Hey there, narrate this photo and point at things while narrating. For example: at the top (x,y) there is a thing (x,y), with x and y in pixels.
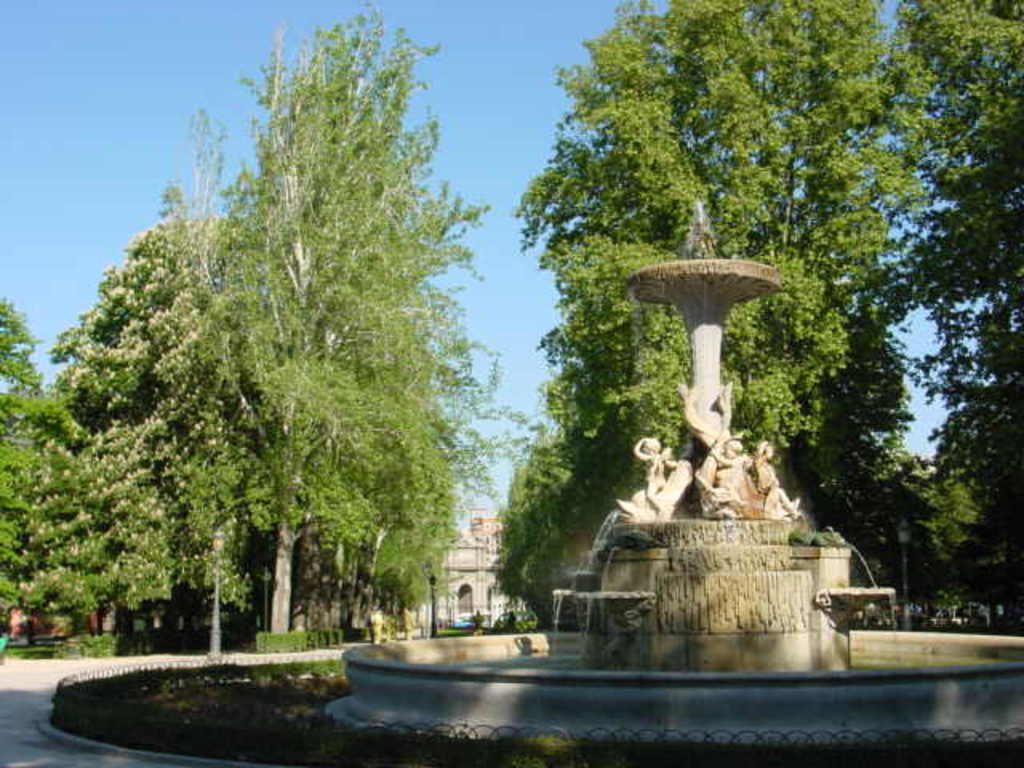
In this picture I can see a sculpture fountain (731,516), there are plants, trees (120,351), poles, lights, there is a building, and in the background (514,351) there is sky (514,351).
